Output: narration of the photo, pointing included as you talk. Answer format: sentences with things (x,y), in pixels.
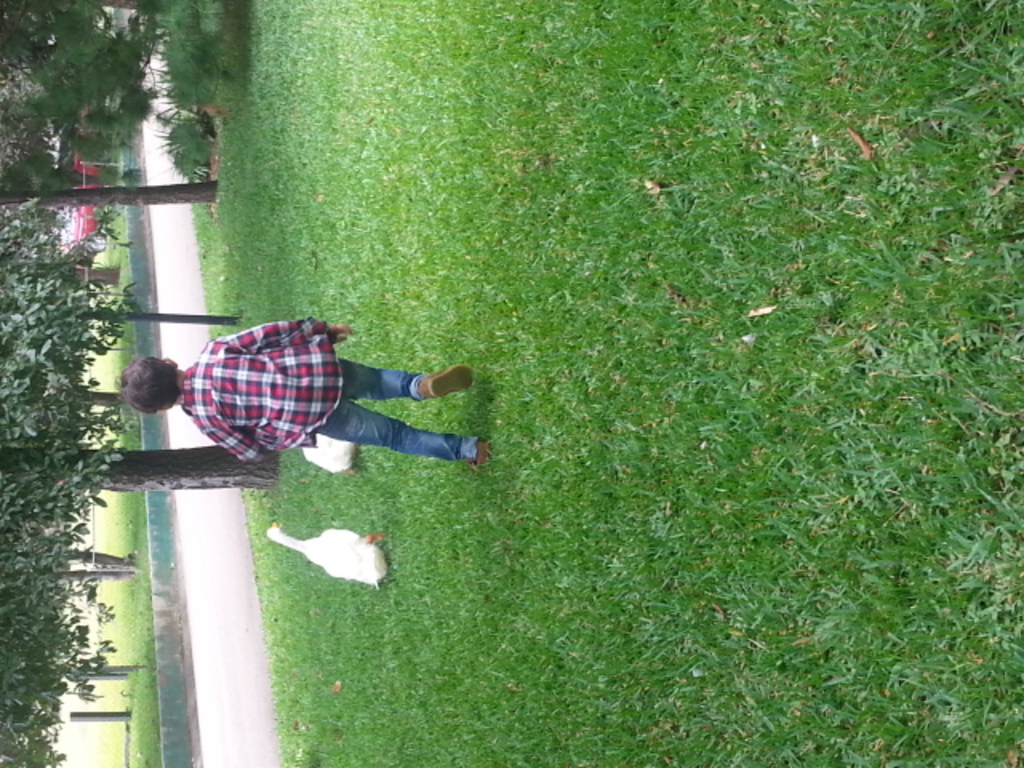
In this image we can see a kid (244,412) wearing checks shirt (306,415), blue jeans (405,428) running on the ground (400,531) there are two ducks (379,534) which are running and on left side of the image (124,491) there is road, trees (103,312) and in the foreground of the image (524,173) there is grass (528,219).
